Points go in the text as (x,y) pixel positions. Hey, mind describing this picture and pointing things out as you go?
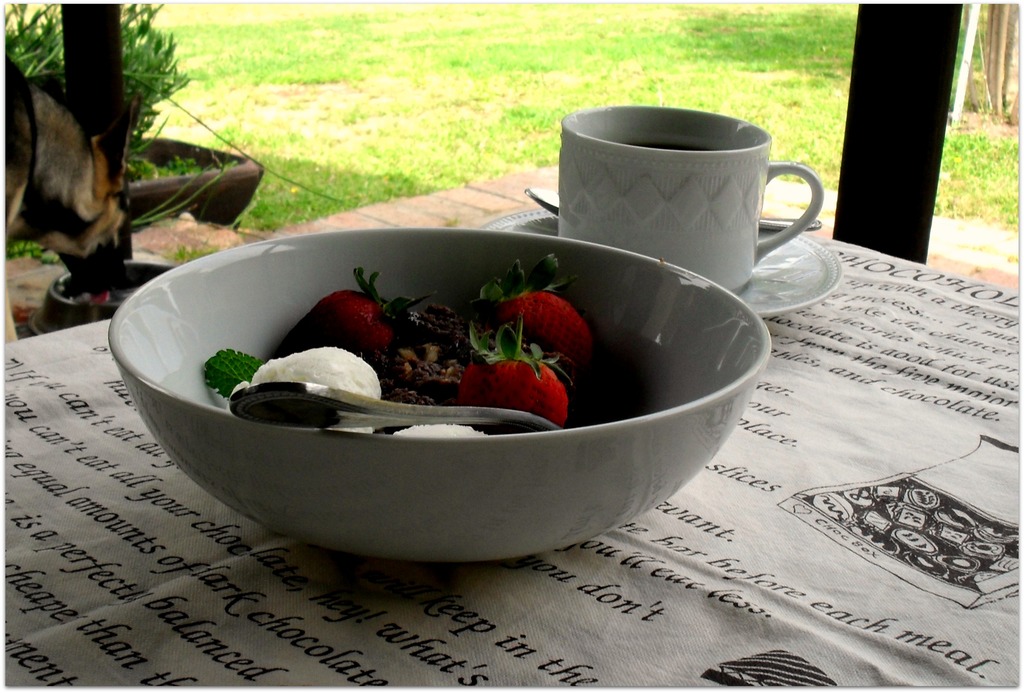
In this picture we can see a bowl (443,262), a saucer (769,295), some text (943,302) and a few things (614,502) on a cloth (52,376). There are food items (308,357) visible in a bowl (560,261). We can see spoons (341,417) and a cup (614,201). We can see plants (136,8), grass (390,143), a flower pot (237,166) and other objects (887,54).
